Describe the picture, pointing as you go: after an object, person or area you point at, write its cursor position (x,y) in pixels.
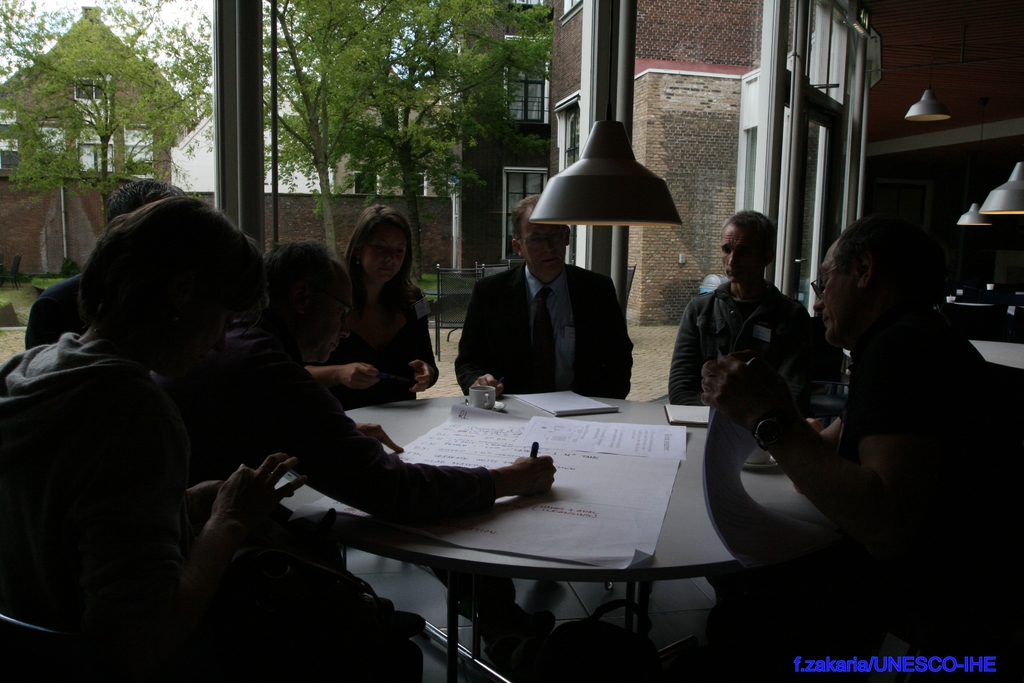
In this image i can see group persons (624,320) sitting around the table (524,560) there are the some papers (626,477) kept on that and there is a light (597,204) above the table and there are some building (686,29) back side of the person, beside the building (692,46) there are some trees (363,108) visible.
